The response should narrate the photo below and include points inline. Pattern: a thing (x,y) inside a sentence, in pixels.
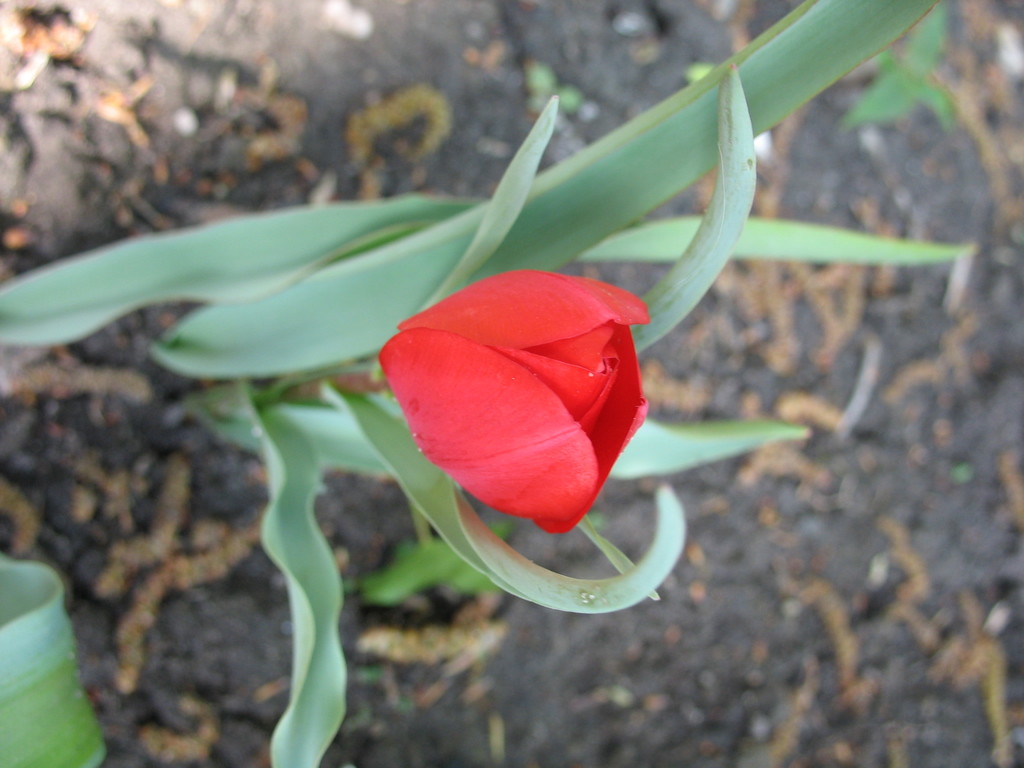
In this image, we can see a flower (467,404) with plant (368,330). At the bottom (38,704), we can see a leaf (10,684). Background (713,701) there is a ground (677,706).
